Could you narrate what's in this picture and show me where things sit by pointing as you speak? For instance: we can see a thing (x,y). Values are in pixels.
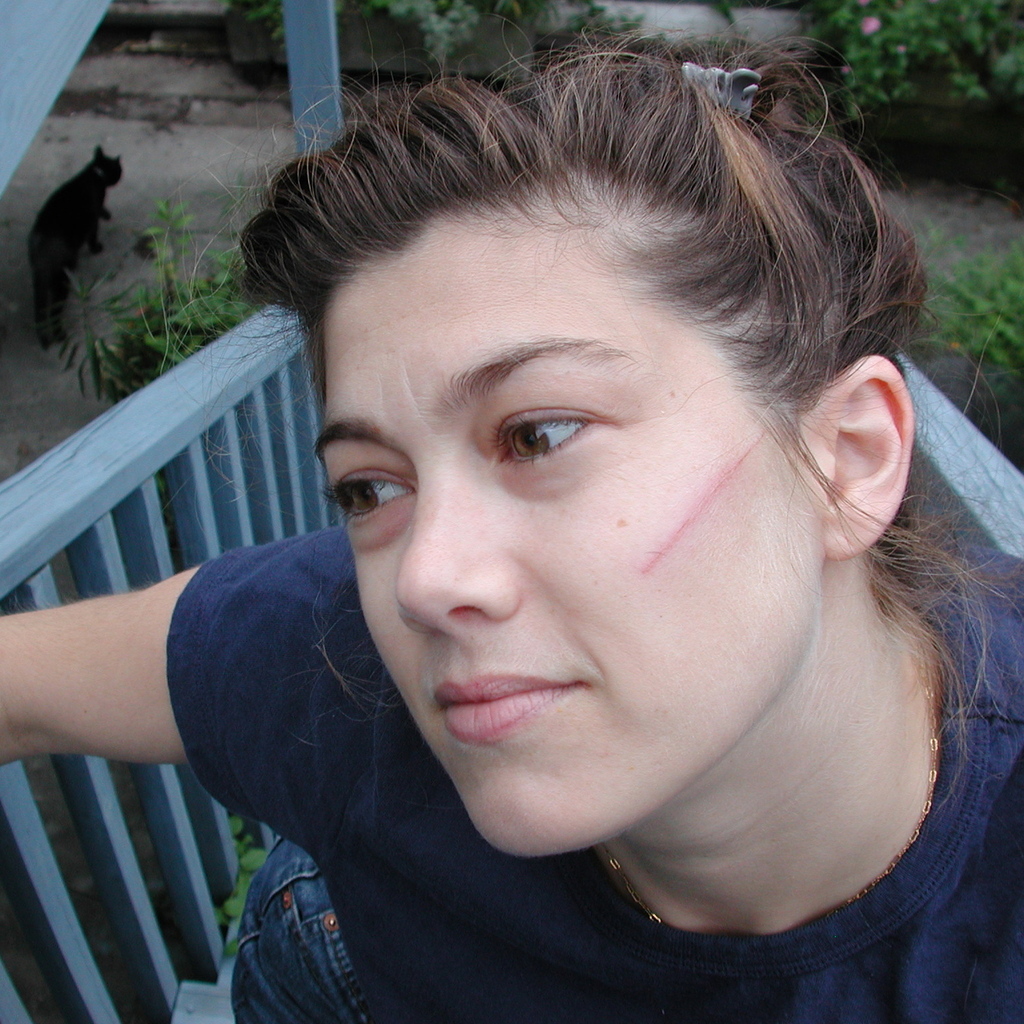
In this picture I can see a woman (434,592) in front (599,539) and I see a red color line (676,536) on her cheek (669,520). In the background (59,484) I see the railings (179,390), a black color cat (50,308) and few plants (854,69).
